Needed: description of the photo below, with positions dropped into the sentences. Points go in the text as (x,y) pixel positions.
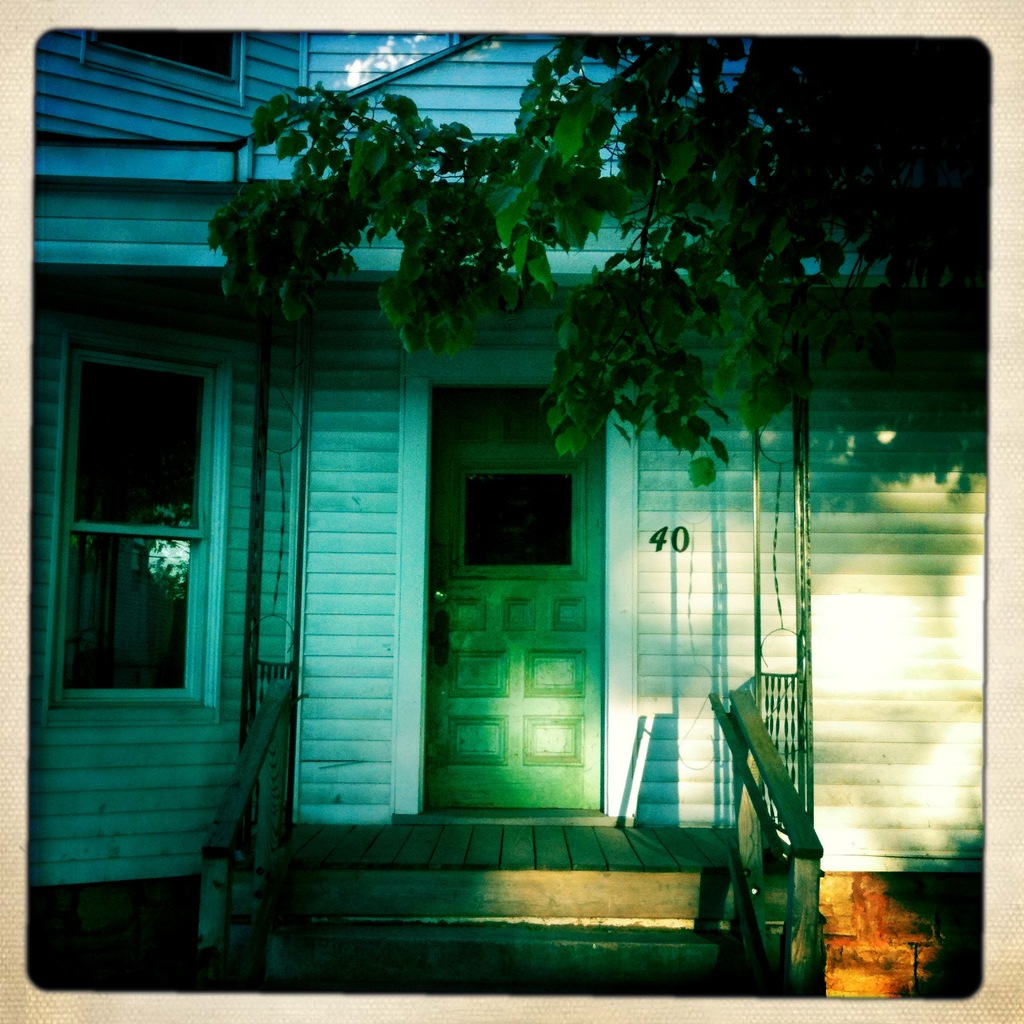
In this image I can see a house (491,643) with a window (187,506) and a door (500,611). In top right corner (766,178), I can see a tree (775,161).
